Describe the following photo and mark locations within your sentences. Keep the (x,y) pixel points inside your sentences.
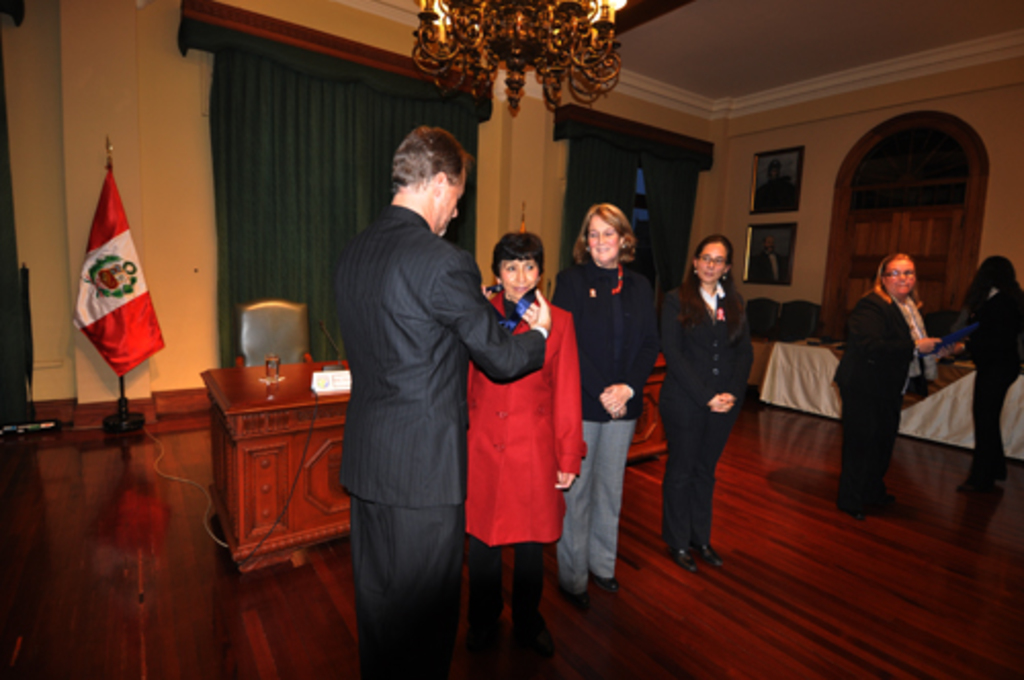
In this picture I can see a man (444,214) and 4 women (690,299) in front (469,380) who are standing. I see that the man (417,242) is holding a blue color thing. In the background (297,390) I can see a table (266,432) on which there are few things (263,364) and I see a chair (255,354) behind it. In the background (68,60) I can see the wall (51,61), on which there are frames (763,183), curtains (315,199) and a flag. On the top of this picture (432,42) I can see the chandelier (432,6). On the right of this picture (973,428) I can see a person (987,444).
